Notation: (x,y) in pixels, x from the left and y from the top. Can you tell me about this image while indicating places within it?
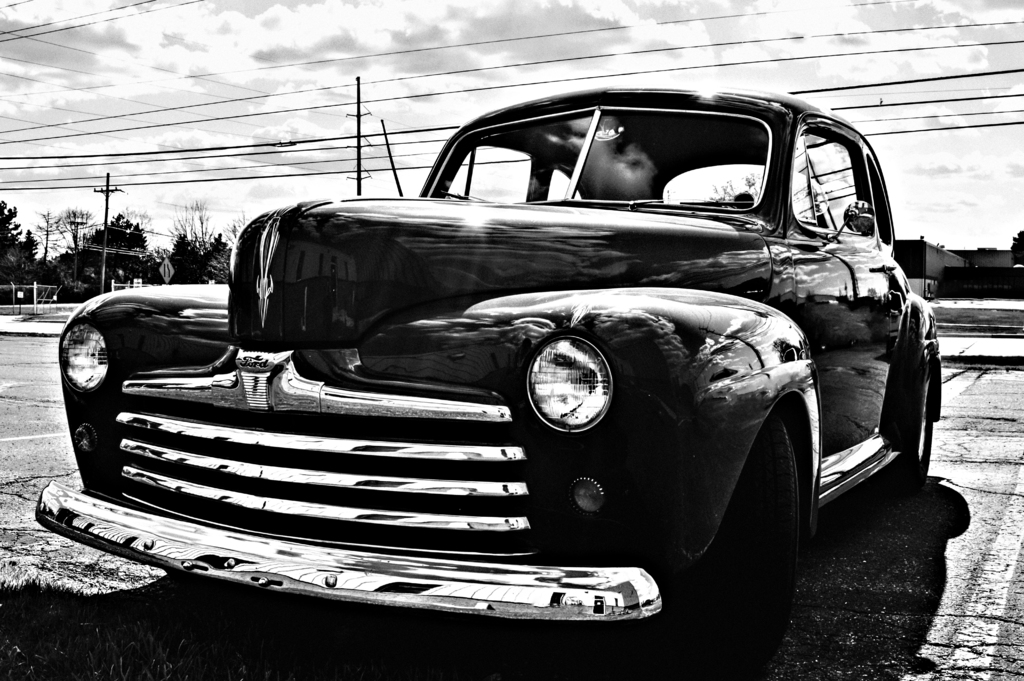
This is a black and white image. Here I can see a car (543,508) on the ground (508,638). In the background (215,250) there are some buildings (926,267) and trees (3,243) and also I can see poles (358,156). On the top of the image (292,37) I can see the sky (467,68) and wires (414,78).
